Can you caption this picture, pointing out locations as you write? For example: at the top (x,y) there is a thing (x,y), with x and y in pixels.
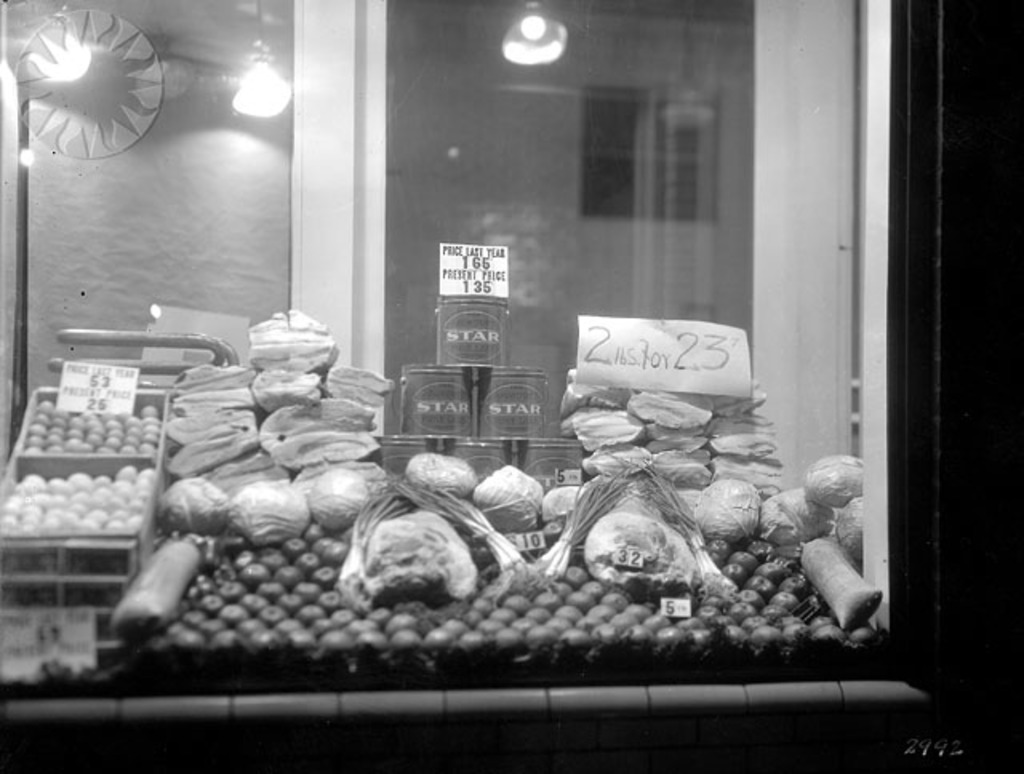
In this image we can see there is a glass (289,490) through which there are vegetables (361,477) are arranged with labels (669,365) on it. In the background (193,280) there is a wall (220,134) with a frame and two lamps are hanging on the wall (415,109).
